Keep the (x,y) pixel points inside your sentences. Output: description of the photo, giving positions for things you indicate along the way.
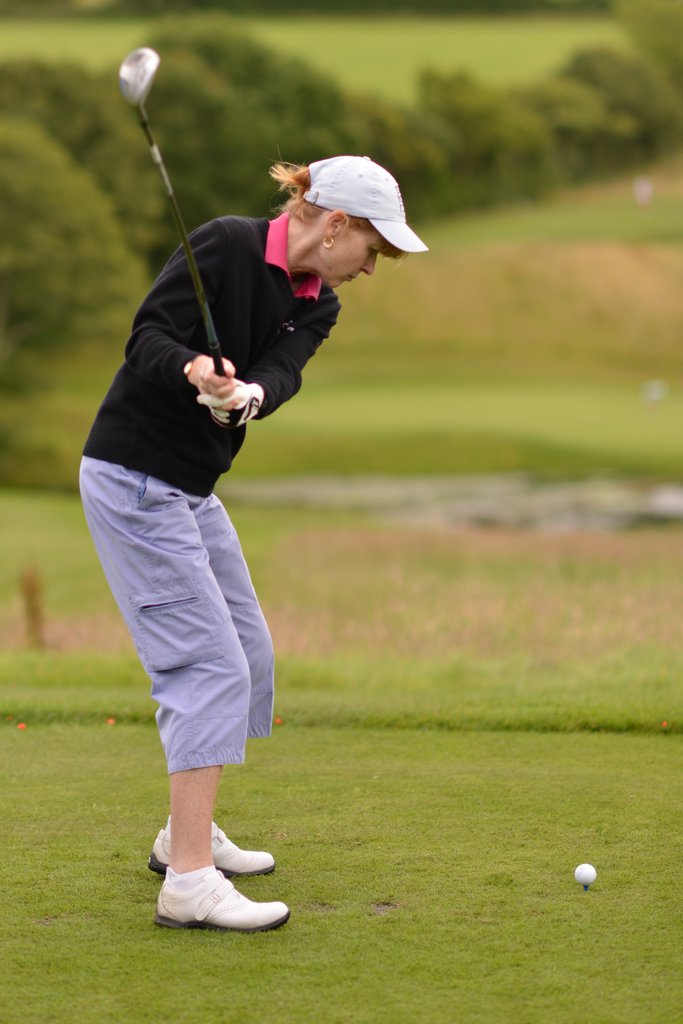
In this picture, we see a woman (208,360) in the black jacket (250,291) is standing. She is wearing a white cap (384,183) and she is holding a golf club stick (221,371) in her hands (232,365). At the bottom (391,955), we see the grass (492,952) and a golf ball (590,874). She is playing the pitch and putt game. There are trees (415,201) and grass (568,233) in the background (268,208).
